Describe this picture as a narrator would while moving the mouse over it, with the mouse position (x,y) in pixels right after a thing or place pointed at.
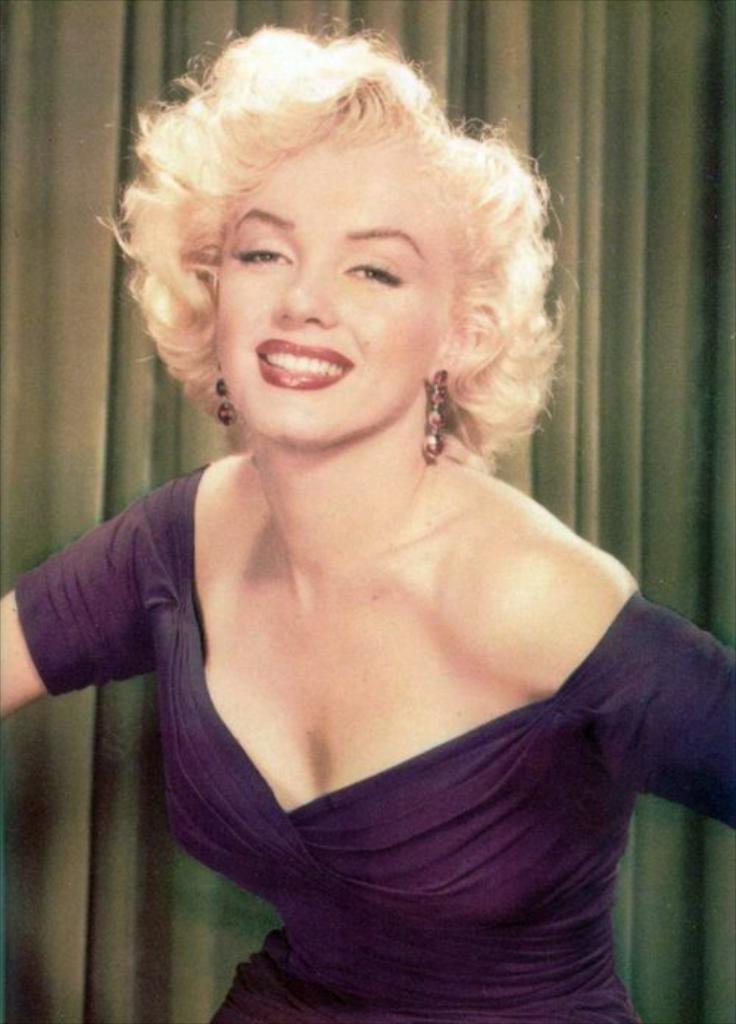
In this image, we can see a woman (355,657) is watching and smiling. Background (38,138) we can see curtain (46,844).
